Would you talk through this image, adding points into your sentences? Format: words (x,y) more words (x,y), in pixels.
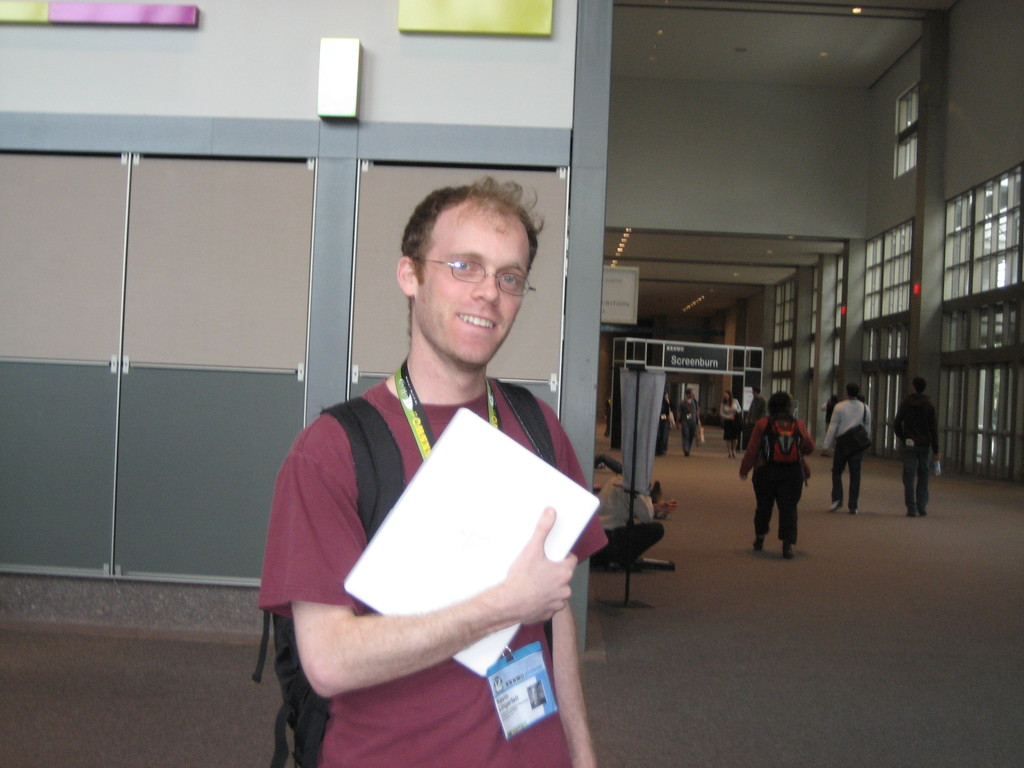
In this picture there is a man (381,396) who is wearing t-shirt (324,507), bag (392,457) and laptop (467,574). On the right (786,487) we can see many persons (853,423) walking on the floor (823,495). Here we can see windows (907,266).
